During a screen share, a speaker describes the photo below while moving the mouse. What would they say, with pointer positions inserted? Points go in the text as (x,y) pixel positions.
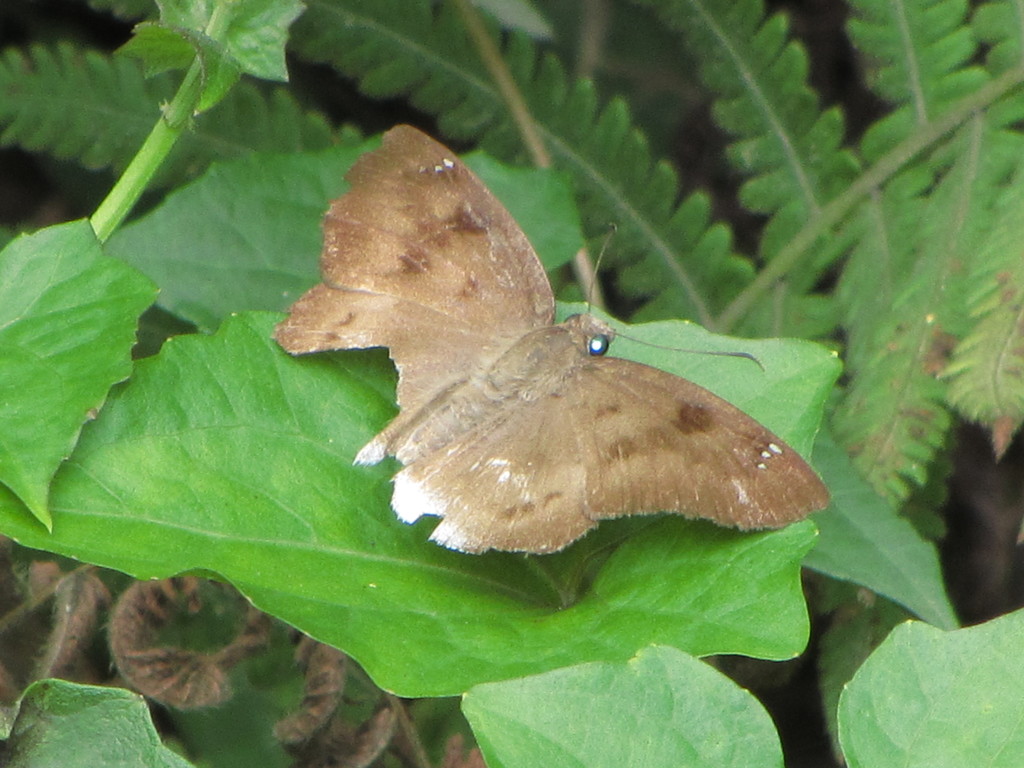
In this picture I can see a brown color butterfly (443,396) on the leaf (448,552) and I can see trees (785,84).
